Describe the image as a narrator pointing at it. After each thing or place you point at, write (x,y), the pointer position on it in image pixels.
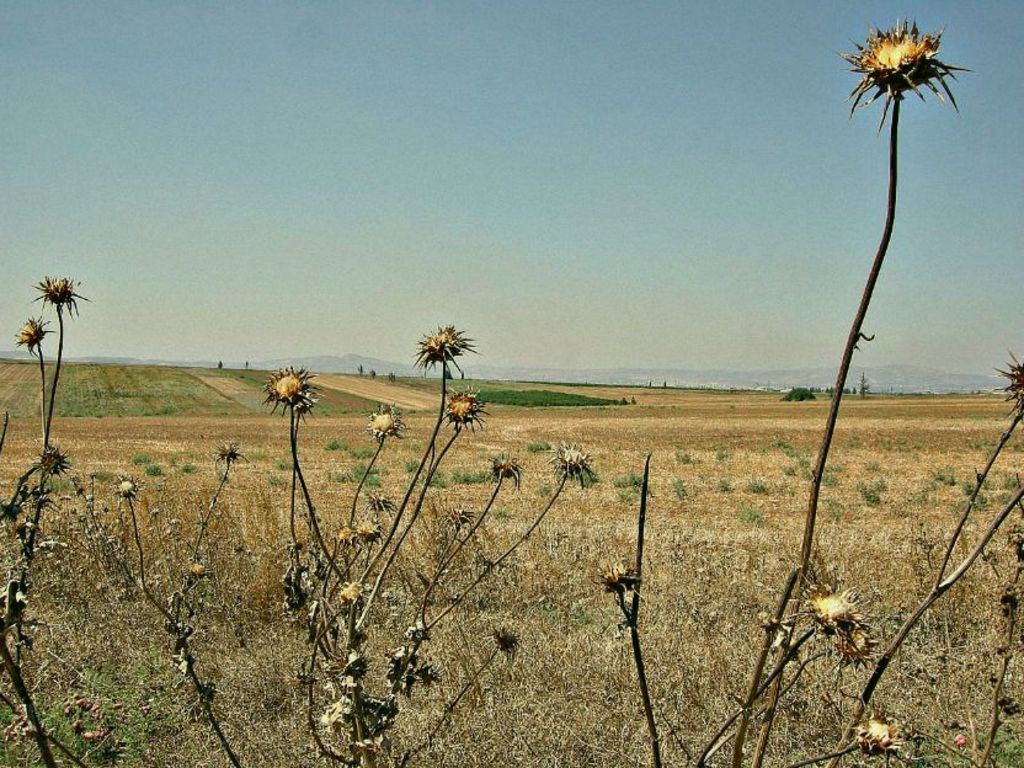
In this picture we can see plants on the ground (770,509), grass (770,509) and in the background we can see the sky (417,232).
